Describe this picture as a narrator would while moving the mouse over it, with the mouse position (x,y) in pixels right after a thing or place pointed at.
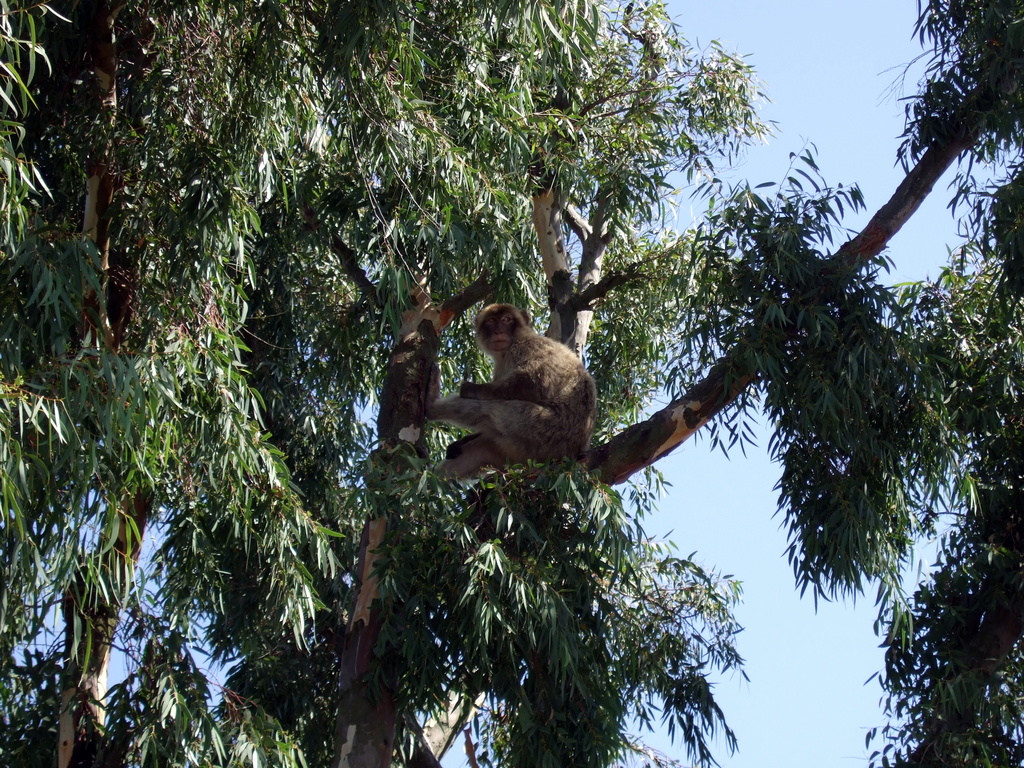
There is a monkey (498,377) sitting on the branch (726,372) of a tree (373,457) which is having green color leaves (141,163). On the right side (1000,437), there is another tree (1018,563). In the background (859,14), there is blue sky (874,606).
